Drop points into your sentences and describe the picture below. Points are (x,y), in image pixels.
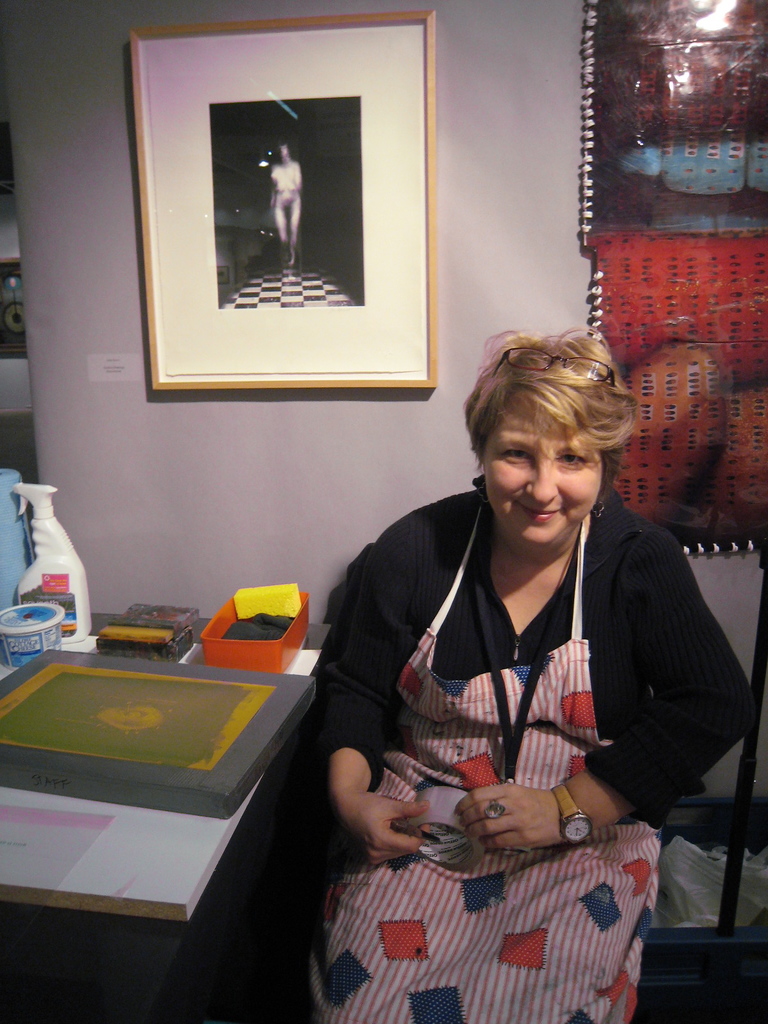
A lady (496,636) wearing a tag (506,726) and apron (488,716) is holding a insulation tape (450,813) also wearing a watch (562,801). Beside her a table (144,815) is there. On the table (127,840) there is a box (234,650), bottle (45,573) and some other items (137,694). Behind there is a wall (546,164). On wall (454,152) there is a photo frame (392,219) and some pictures (685,275) are kept.
